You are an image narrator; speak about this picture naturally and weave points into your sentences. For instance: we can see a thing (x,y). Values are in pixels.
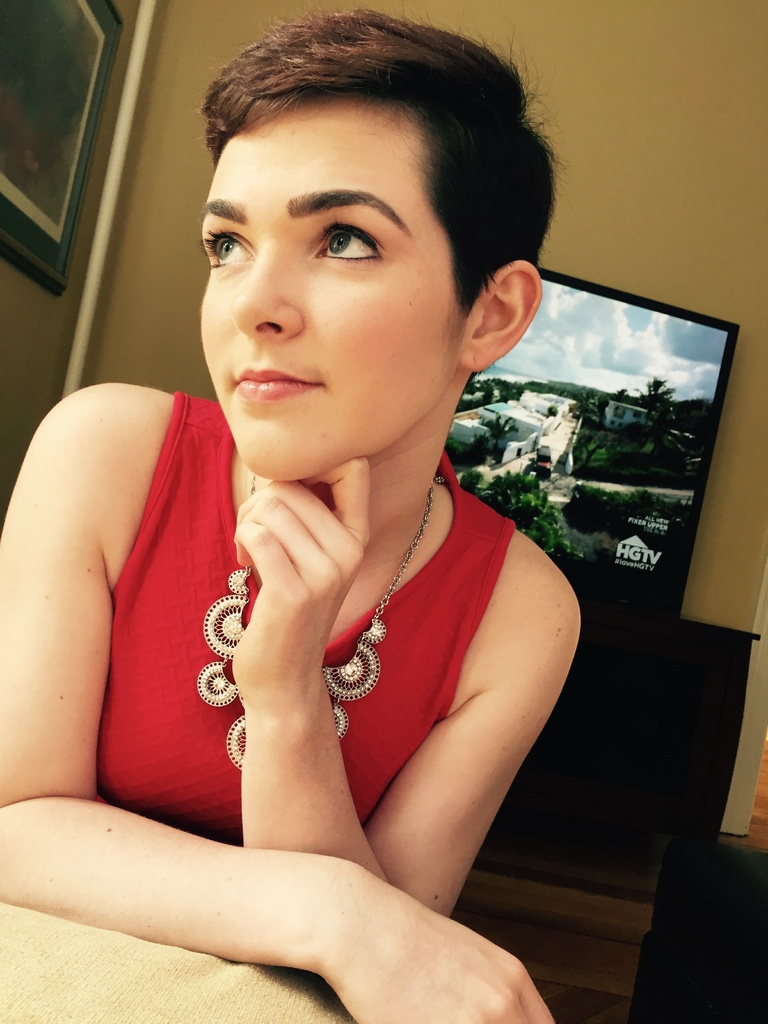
In this image we can see a woman (349,827). In the background (595,362) we can see floor (562,939), wall (691,273), television (598,415), frame (36,22), and other objects (669,898).
